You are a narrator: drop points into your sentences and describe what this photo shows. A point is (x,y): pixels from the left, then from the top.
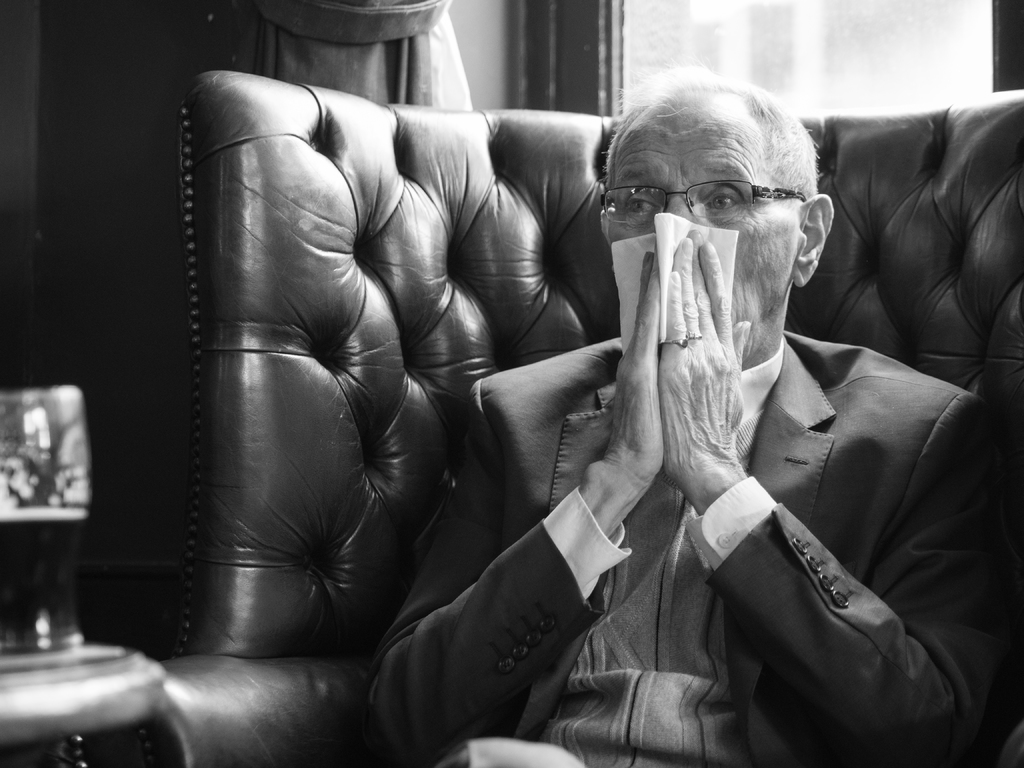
This is a black and white image. There is a chair (336,363) in this image on which an old man (535,544) is sitting. He is wearing blazer (546,425) and he is wearing specs (647,214). He is holding Kerchief (668,309) with his hands (659,466).
